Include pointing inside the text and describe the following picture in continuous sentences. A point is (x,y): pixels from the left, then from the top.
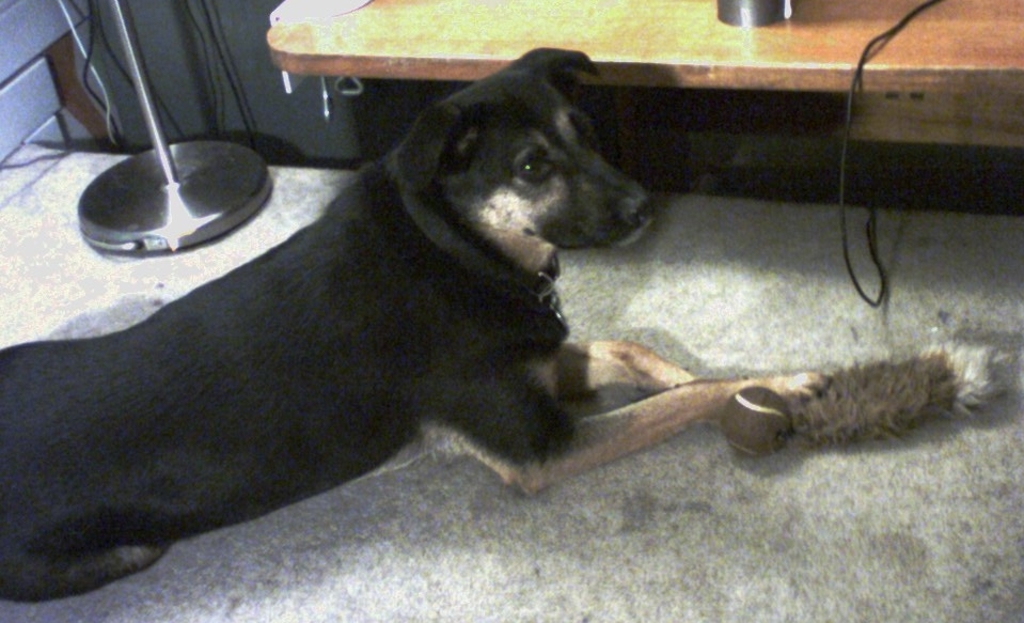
In this image I can see a dog (544,469) on the floor (708,534) and some objects (936,390). In the background (241,147) I can see stand (217,144), wires (210,99) and a desk (647,76). This image is taken may be in a room (478,436).
